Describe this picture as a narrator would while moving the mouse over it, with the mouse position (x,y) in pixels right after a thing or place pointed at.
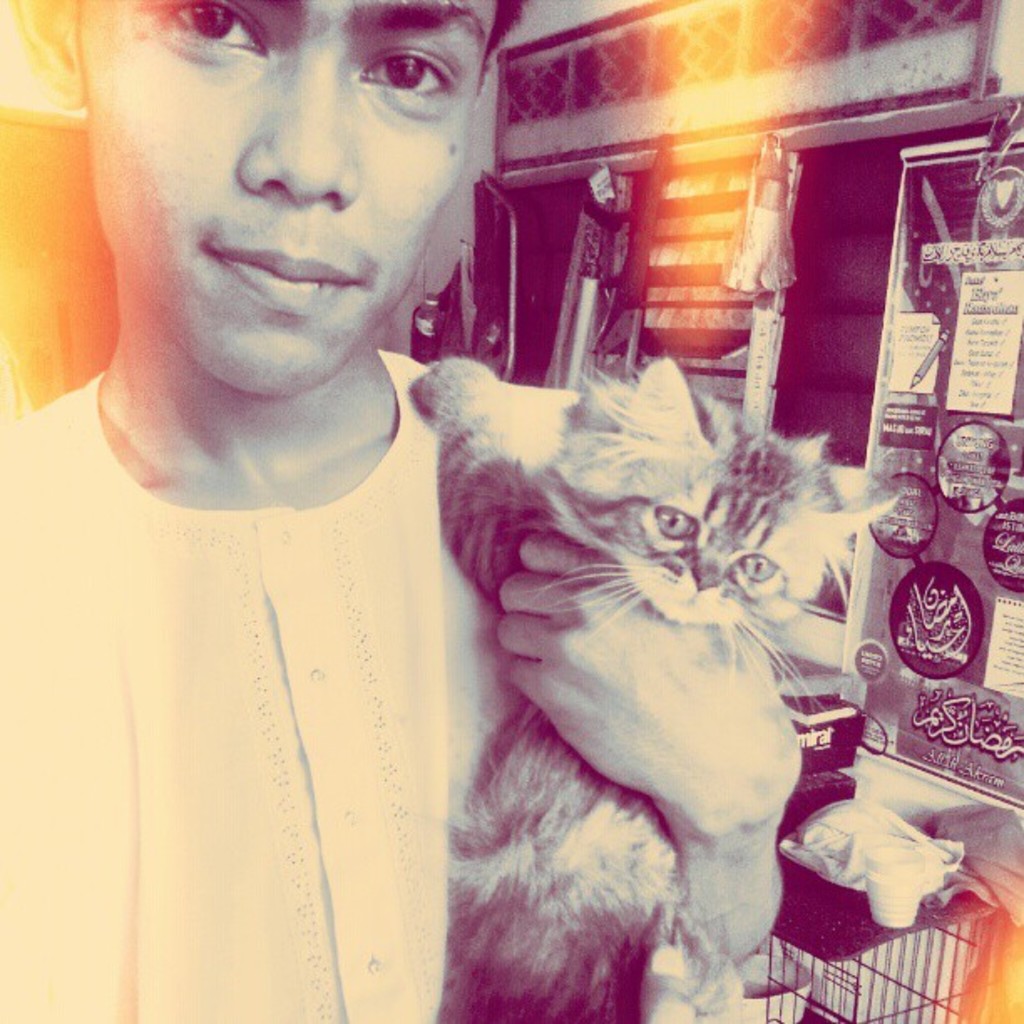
This image consists of one man (314,788) and one cat (535,801). The man (466,696) is holding cat (712,587) in his hand (665,704). In the background (765,83) there is a wall (765,87) and one poster (938,406) is attached to that wall (854,186). The boy (408,224) and the cat (620,507) is giving pose to the picture.
